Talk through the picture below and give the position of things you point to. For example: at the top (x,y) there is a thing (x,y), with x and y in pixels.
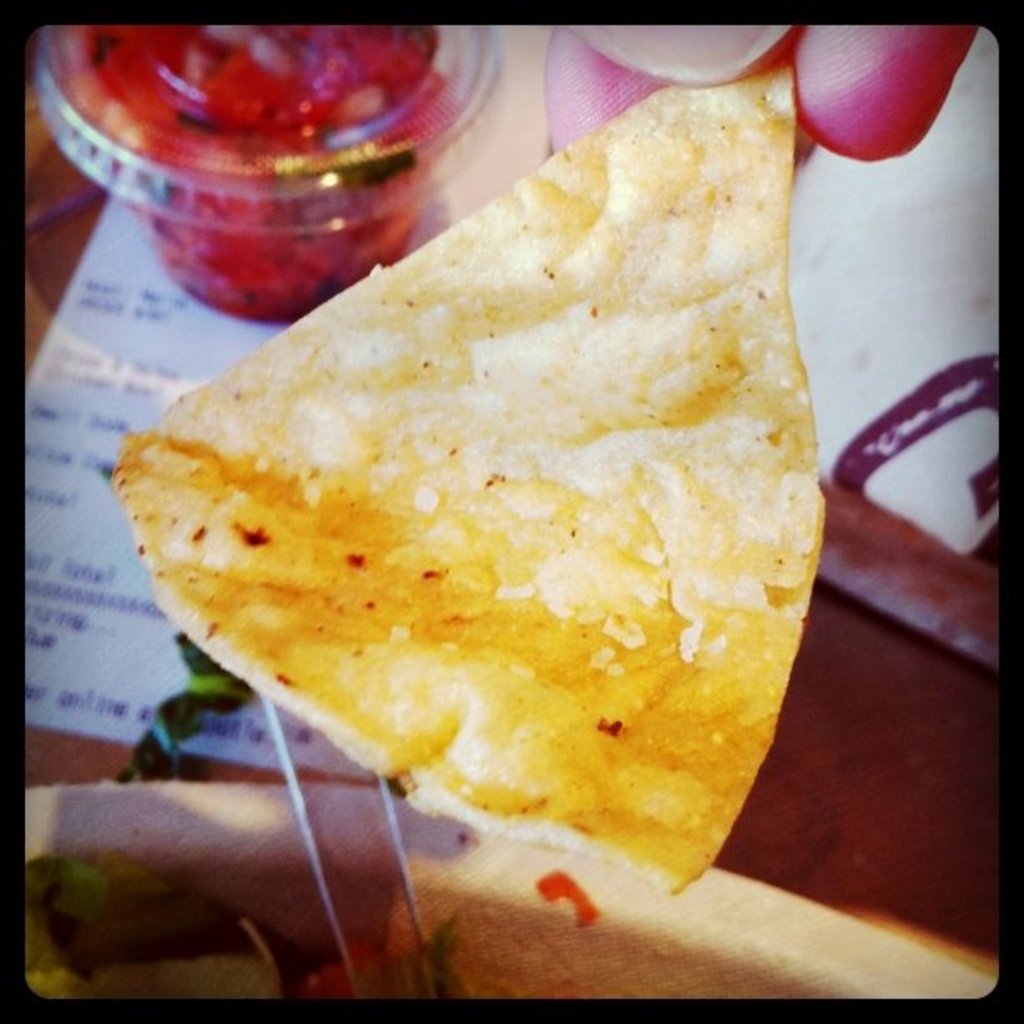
In the foreground of this image (528,581), there is a chip (683,213) holding by the hand (794,61) of a person (878,55). At the top (331,144), there is a plastic cup (223,241) and a paper (143,343) on the wooden surface (54,213). At the bottom (234,978), there is some food (366,957) in a white color object (655,922) and also there is an object (309,840) in it and the right side object (930,466) is not clear.
